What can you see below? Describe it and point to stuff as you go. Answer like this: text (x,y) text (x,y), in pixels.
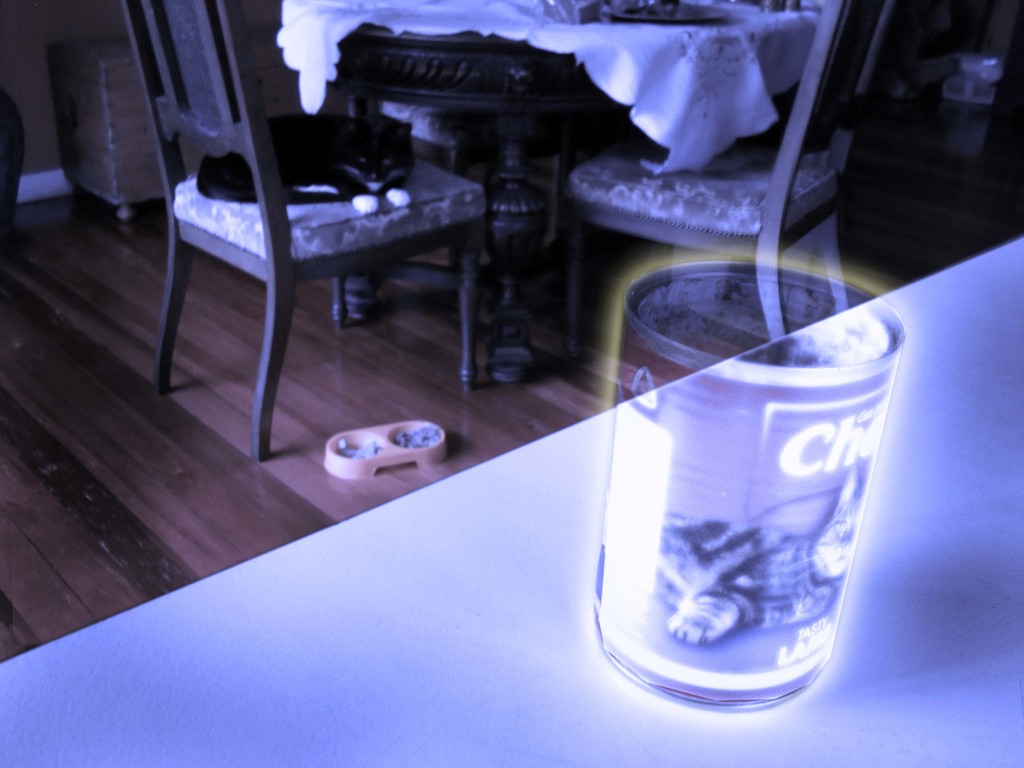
In this image, we can see a table (442,96) and chairs (420,220). There is a cat (368,183) on the chair (303,237). There is a container (718,381) in the middle of the image (655,461).
